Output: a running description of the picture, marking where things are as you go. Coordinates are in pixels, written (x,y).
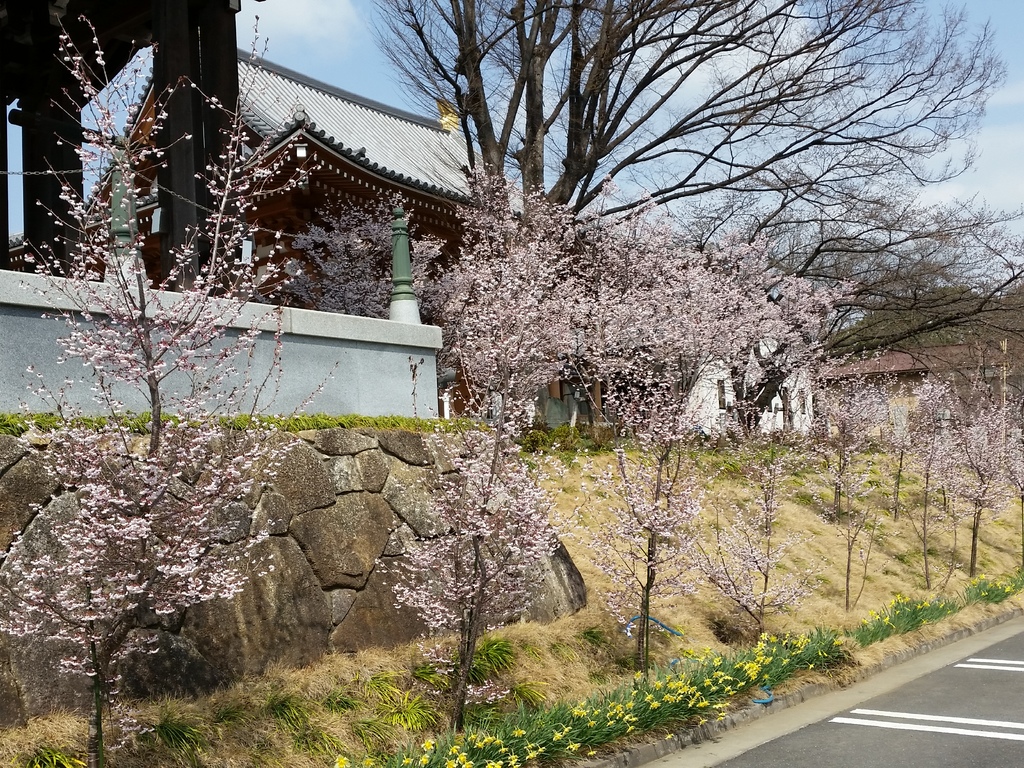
In the foreground of this image (885,737), there is a road (950,723), few flowers (571,717), grass (555,653), trees (147,505) and few houses (934,372). At the top (328,21), there is the sky (311,15).
